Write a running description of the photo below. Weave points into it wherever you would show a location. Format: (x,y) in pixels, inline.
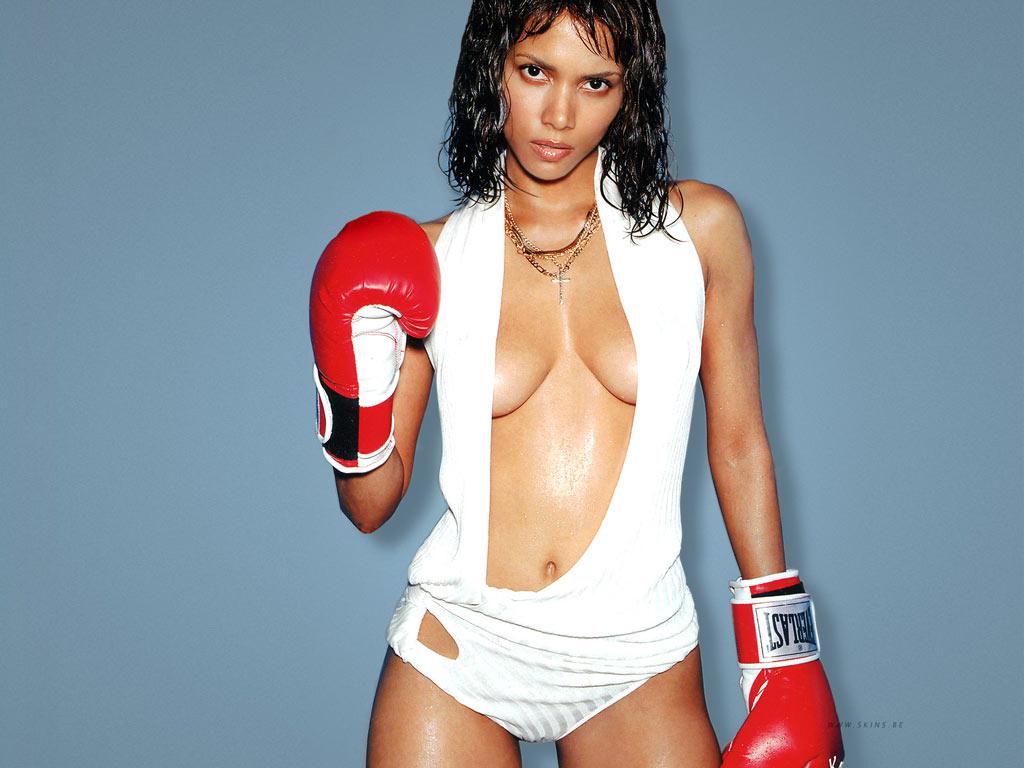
In this image, I can see the woman (569,690) standing. She wore a white dress (519,672) and boxing gloves (775,710). The background (186,187) looks blue in color.
